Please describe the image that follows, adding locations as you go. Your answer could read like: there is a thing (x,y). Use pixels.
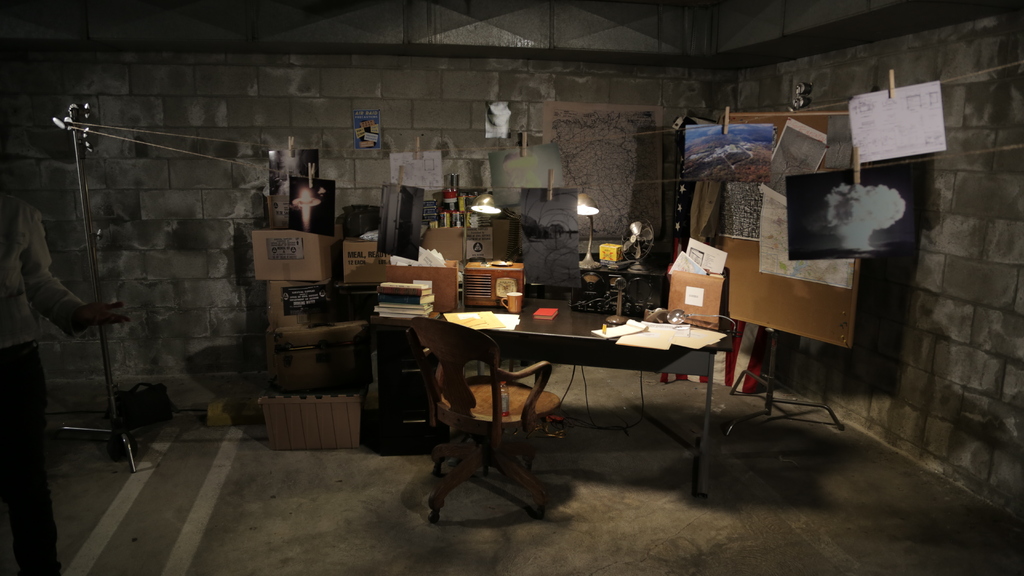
This picture describes about inside view of a room (479,186), in the room (327,169) we can find few boxes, metal rods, lights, books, cup (510,301), few papers (481,312) and other things (666,313) on the table (590,338), in the background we can see few papers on the board (772,215), in front of the table (573,337) we can see a chair (468,379), and we can find a man (40,289) on the left side of the image (25,273).
